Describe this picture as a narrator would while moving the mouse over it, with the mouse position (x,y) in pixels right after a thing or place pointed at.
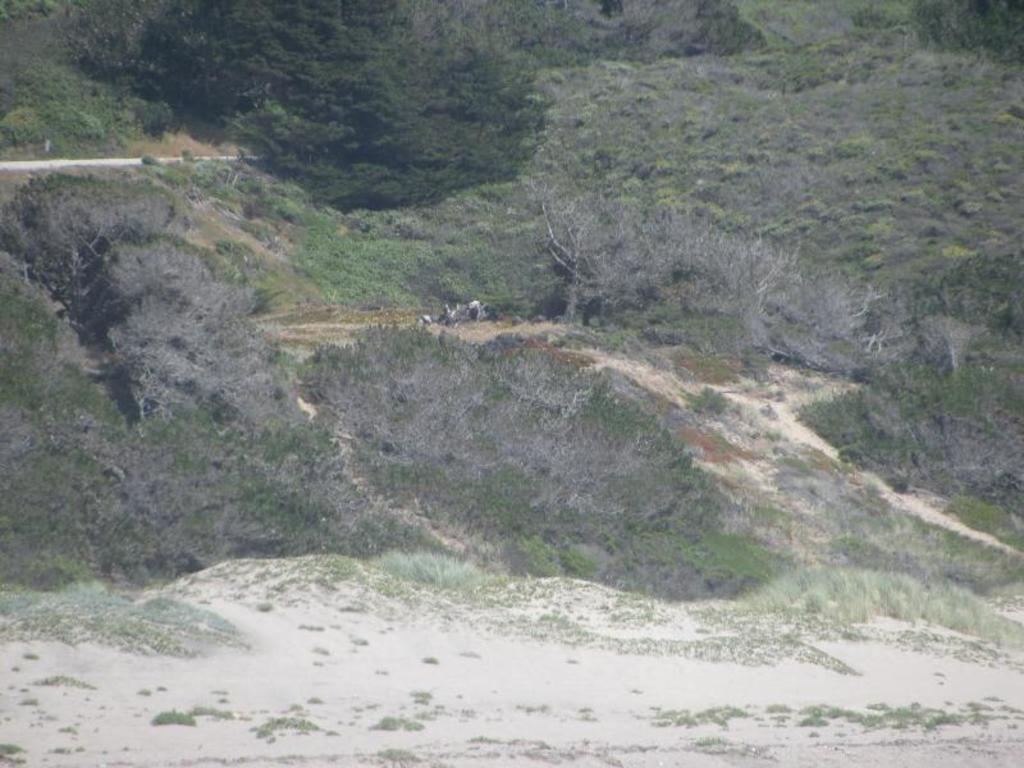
In this image we can see many trees (938,324) and plants (891,278). There is a road (131,160) at the left side of the image (85,164).
